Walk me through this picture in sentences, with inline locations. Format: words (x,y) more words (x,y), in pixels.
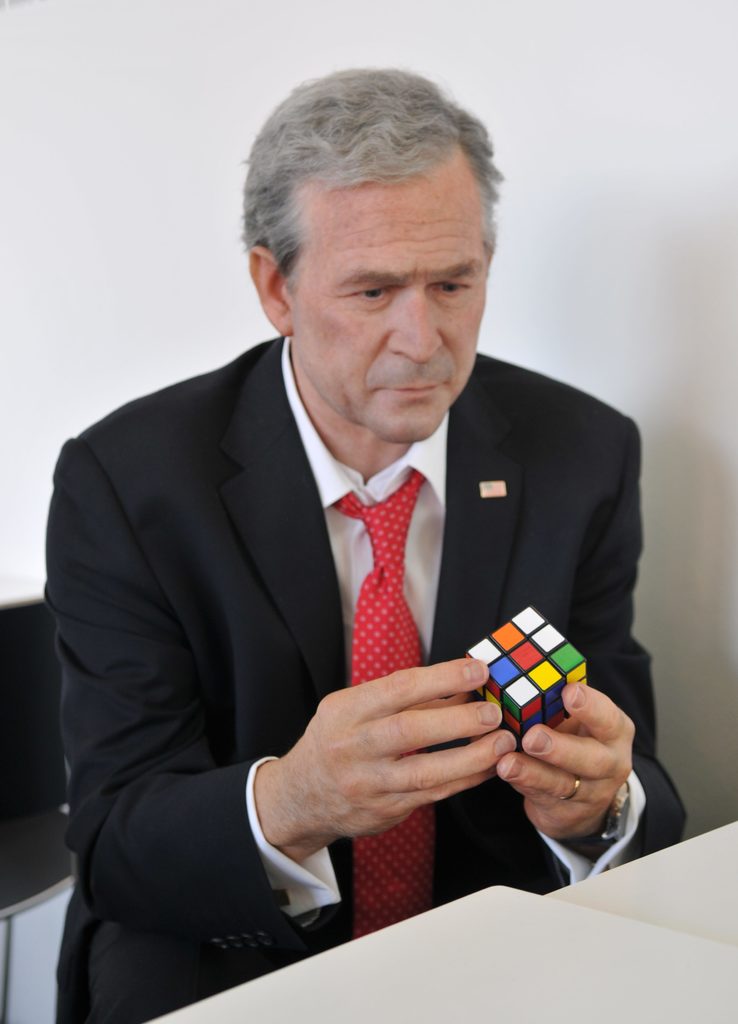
In the picture there is a person (363,815) sitting and playing with a cube (505,674), in front of a person (495,777) there is a table (554,968), behind the person (375,249) there is a wall (500,112).
